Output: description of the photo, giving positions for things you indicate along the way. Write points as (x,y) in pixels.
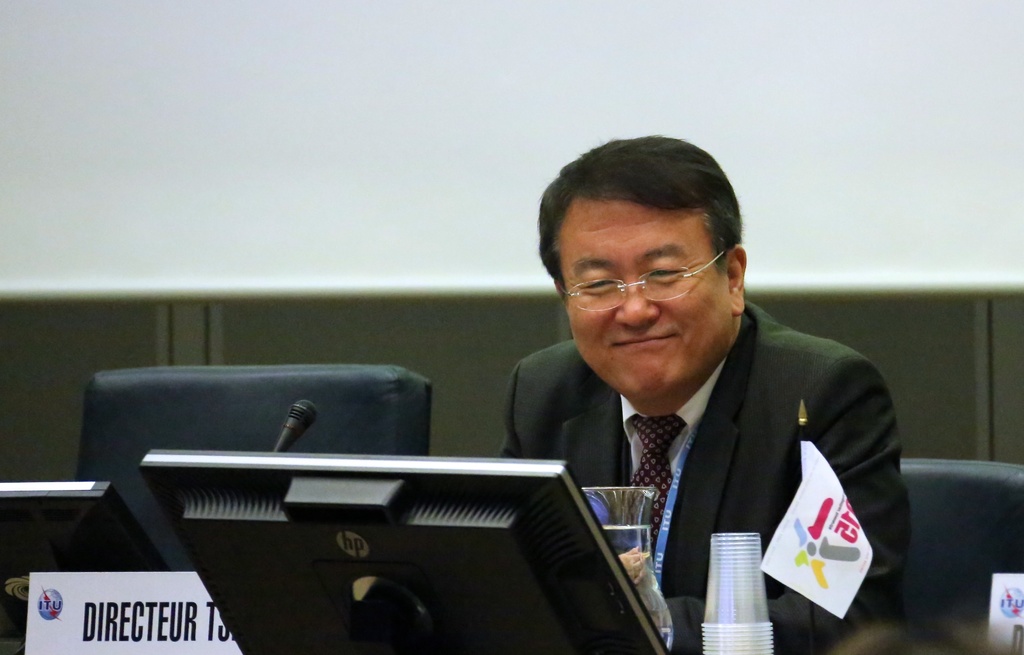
In this image I can see the person (587,325) sitting and the person (750,378) is wearing black blazer (787,434) and white color shirt (695,409). In front (535,546) I can see two screens (576,533), few glasses (729,538), microphone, board (194,595) and the flag (823,518) and the background (470,232) is in white, black and green color.
